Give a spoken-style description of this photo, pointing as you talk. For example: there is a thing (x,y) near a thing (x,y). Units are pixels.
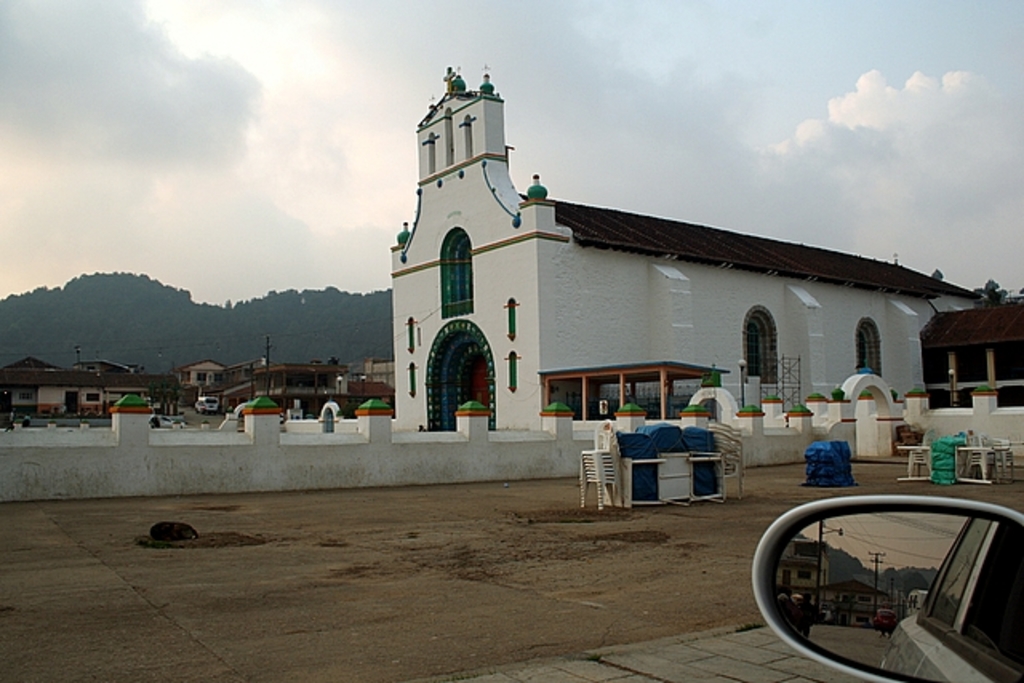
In the center of the image (511,383) there is a building (502,385). On the right side of the image (982,536) we can see chairs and a car mirror (786,511). On the left side (58,380) there are buildings (263,393) and vehicles (204,403). In the background (198,328) there is a sky (199,239), hills (197,306) and clouds (548,140).
